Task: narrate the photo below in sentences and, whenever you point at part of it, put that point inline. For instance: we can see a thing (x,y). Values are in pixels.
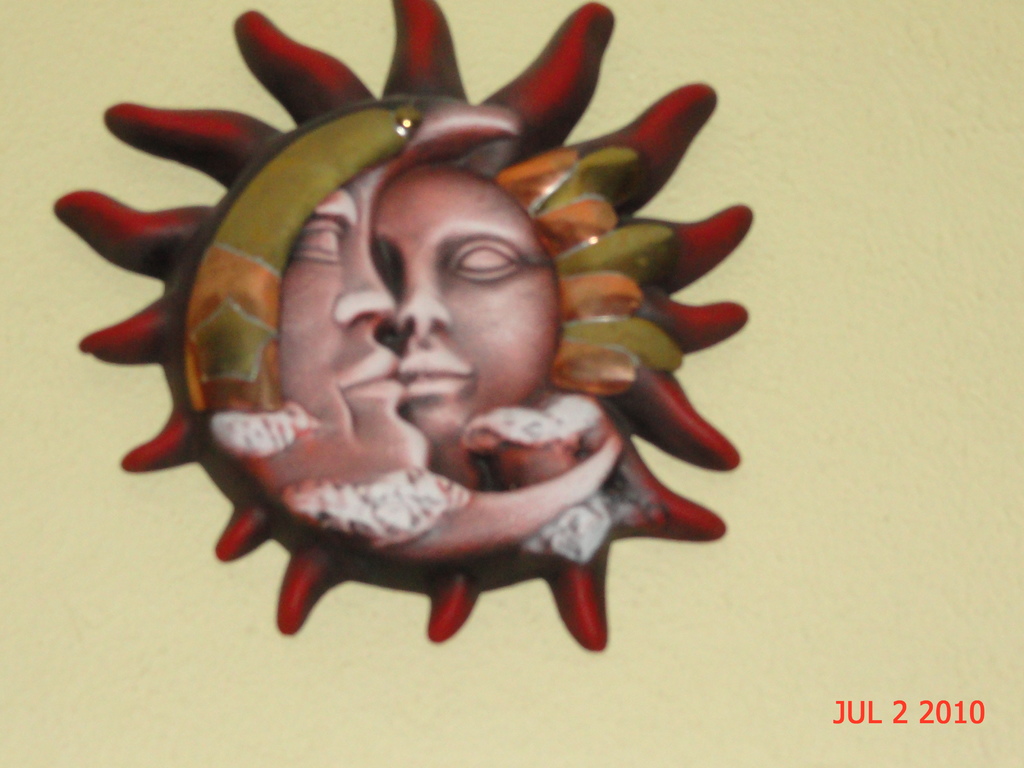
In the center of the image (537,365), we can see a decor (383,257) on the wall (831,645) and at the bottom (902,714), there is some text (866,703).
